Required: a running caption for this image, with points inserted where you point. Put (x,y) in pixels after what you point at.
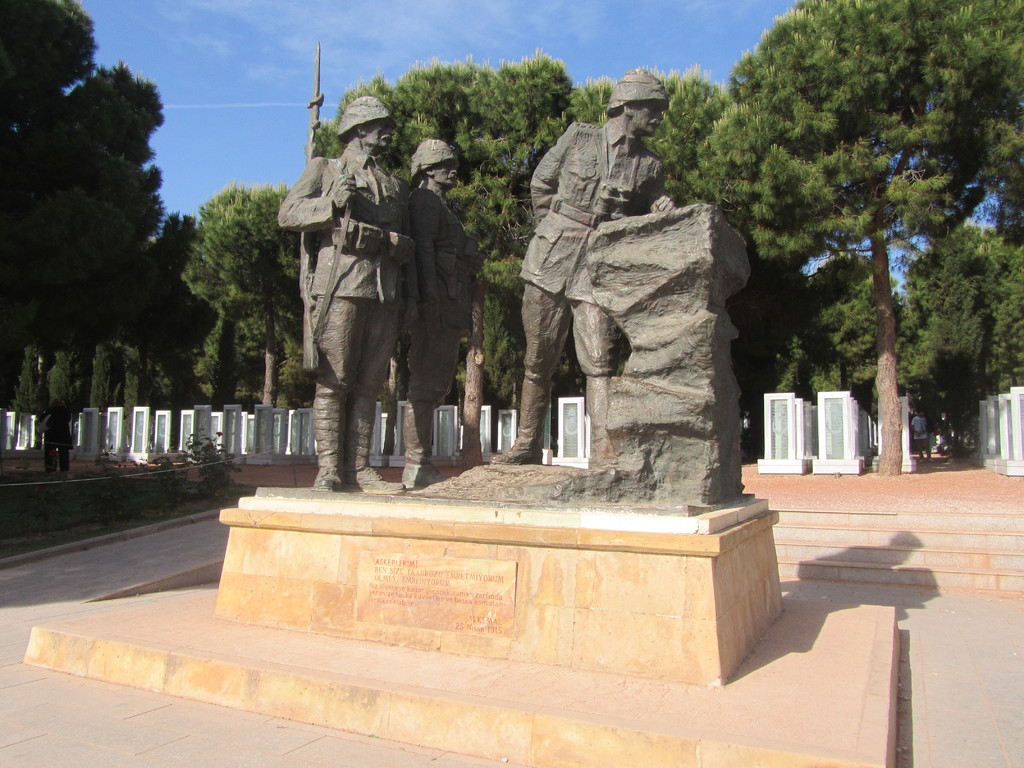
In the center of the image (563,281) we can see sculptures (641,470). At the bottom (557,557) there is a pedestal (598,730). In the background (893,60) there are trees (237,270) and blocks (1022,433). At the top (350,71) there is sky (350,71).
